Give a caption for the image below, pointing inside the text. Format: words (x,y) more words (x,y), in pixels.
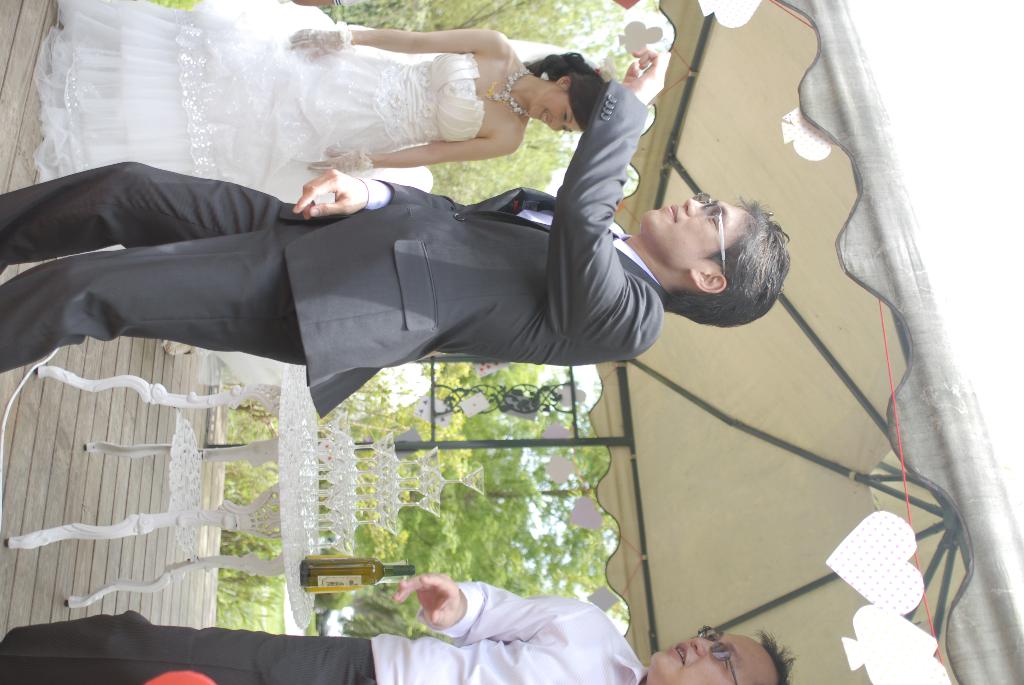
In the top left (188,50), there is a woman (579,65) in white color dress (389,71), smiling and standing on the wooden surface (14,112). Beside her, there is a person (575,234) in a suit (577,241), standing. In the left bottom (138,636) left, there is a person (617,650) in white color shirt (538,643), standing. Beside him, there is a bottle (383,567), glasses (387,503) arranged on the white color table (287,416) which is on the wooden surface (62,395). Above them, there is white color tent (788,517). In the background (506,504), there are trees (463,569) and there is sky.
